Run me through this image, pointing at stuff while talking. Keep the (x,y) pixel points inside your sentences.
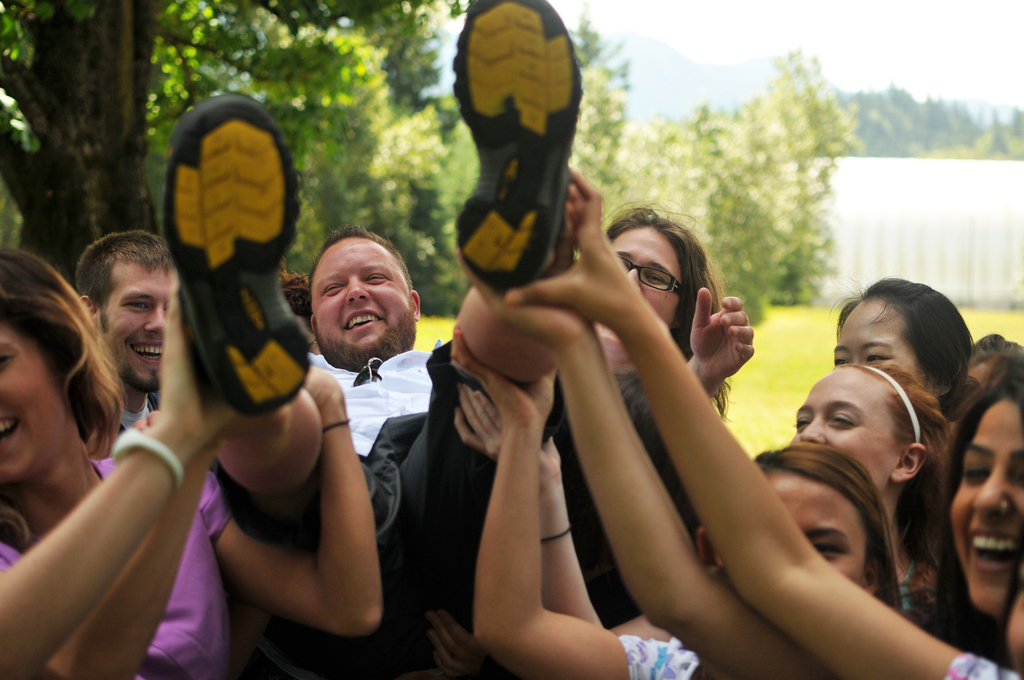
This image is taken outdoors. At the top of the image (684,28) there is the sky (875,49). In the background (662,74) there are a few hills (722,82). There are many trees (350,191) with leaves (755,151), stems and branches (652,152) and there is a white colored cloth (926,241). There is a ground (757,393) with grass (780,335) on it. In the middle of the image (655,324) there is a group of people (157,362) lifting a man (501,354) with their hands (200,428). They are with smiling faces (100,310).
